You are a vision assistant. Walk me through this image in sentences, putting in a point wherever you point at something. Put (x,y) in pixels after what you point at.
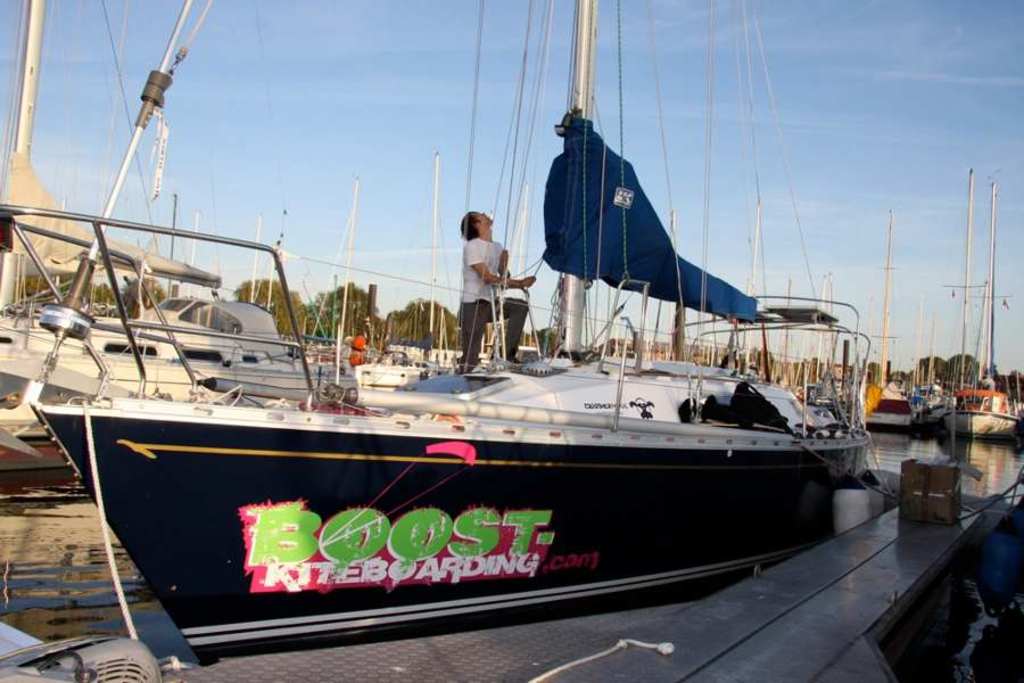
In this picture we can see some boats (859,418), there is water (910,454) in the middle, we can see a man (515,288) in the front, in the background (392,320) there are some trees (364,313), we can see the sky (690,83) at the top of the picture (689,87).
